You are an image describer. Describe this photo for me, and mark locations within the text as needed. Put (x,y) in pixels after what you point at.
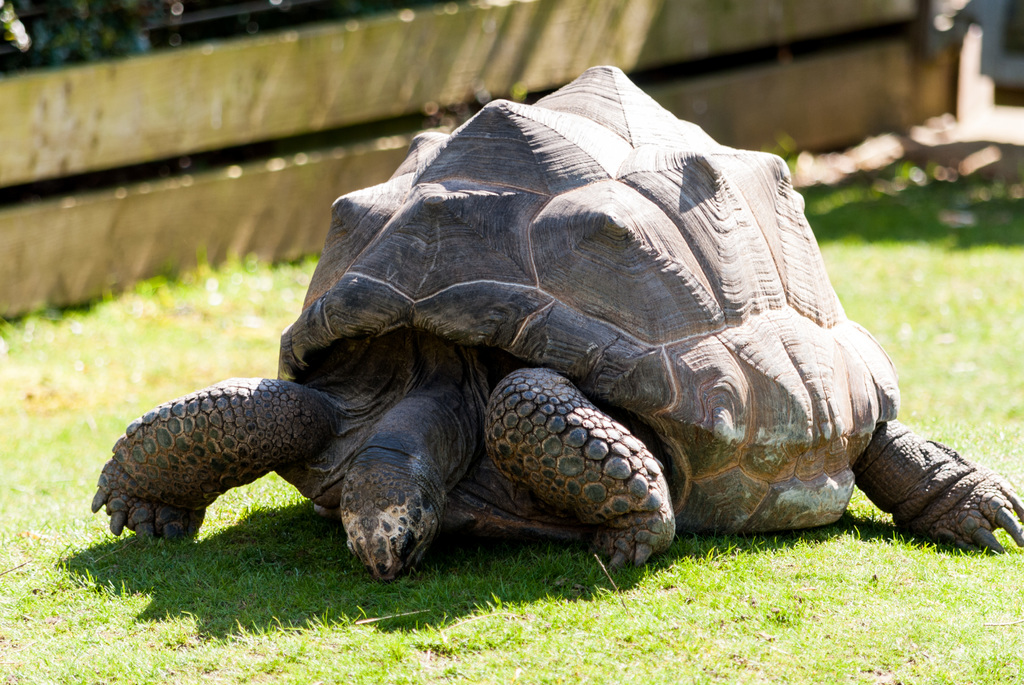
In this image there is a tortoise (636,405) on the ground (607,609). There is grass (573,614) on the ground (897,623). In the background (225,38) there is a wooden wall (199,83).
